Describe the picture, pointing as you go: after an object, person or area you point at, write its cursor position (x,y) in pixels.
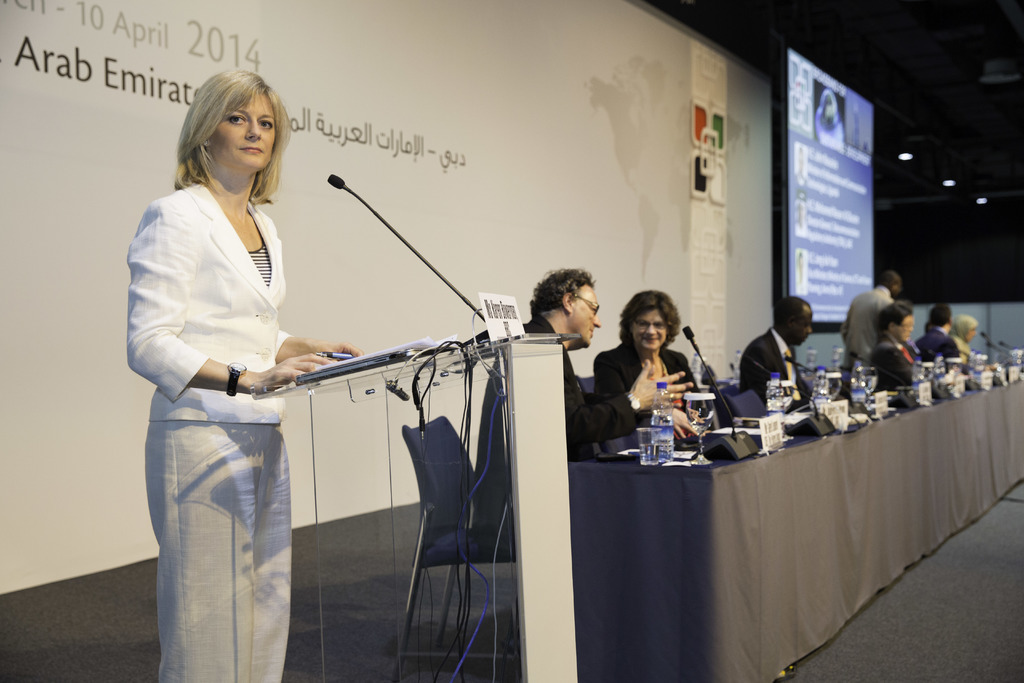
In this image I can see a woman (271,297) wearing a white color blazer (238,315) standing in front of the podium (317,386) on the left side (179,397) and in front of the woman (154,345) I can see a mike (443,276) and in the middle (682,387) I can see there are few persons (907,360) sitting on the chair (499,460) in front of the table (716,450), on the table (866,404) I can see gray color cloth (828,461) kept on it and I can see bottles (668,440) kept on the table (690,473). At the top (846,164) I can see the screen (854,174).
